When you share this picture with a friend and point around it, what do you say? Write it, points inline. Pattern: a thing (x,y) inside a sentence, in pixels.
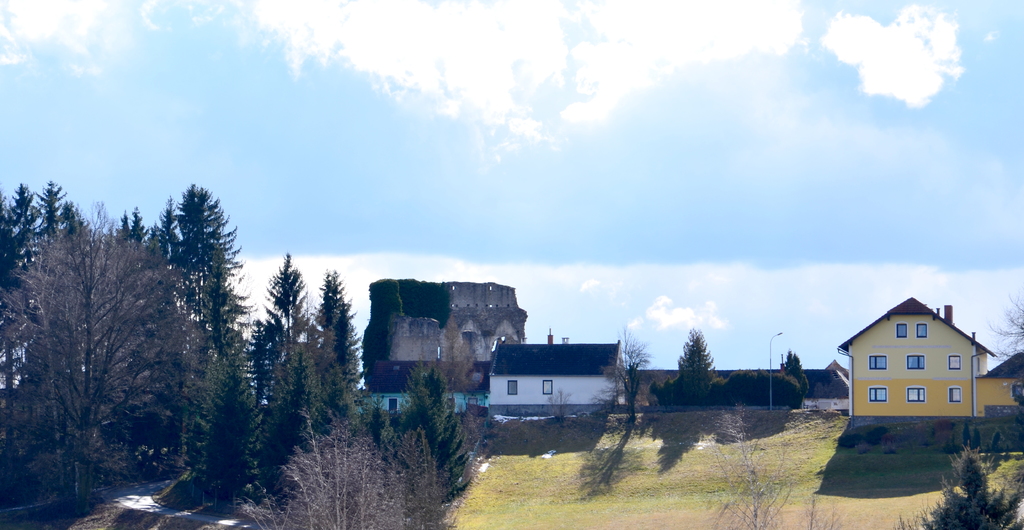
In this image we can see some houses (907,335), windows (883,391), light pole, plants (984,492), trees (984,492), also we can see the sky (674,143).
